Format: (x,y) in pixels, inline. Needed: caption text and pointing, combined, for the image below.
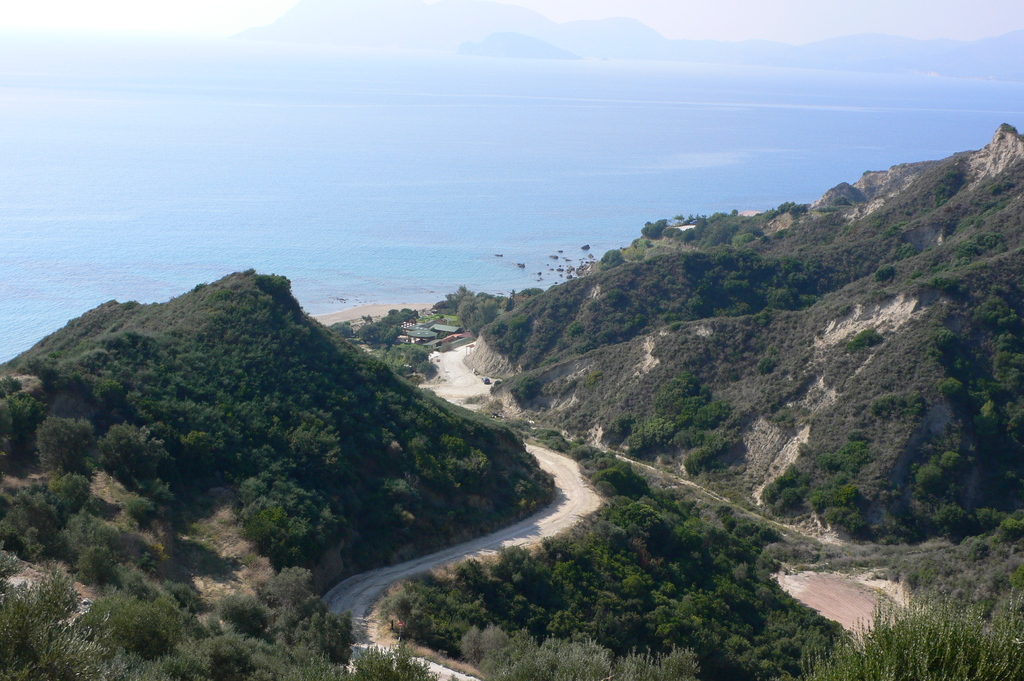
In this image I can see a road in between the hills (417,544), behind I can see water (299,190).
